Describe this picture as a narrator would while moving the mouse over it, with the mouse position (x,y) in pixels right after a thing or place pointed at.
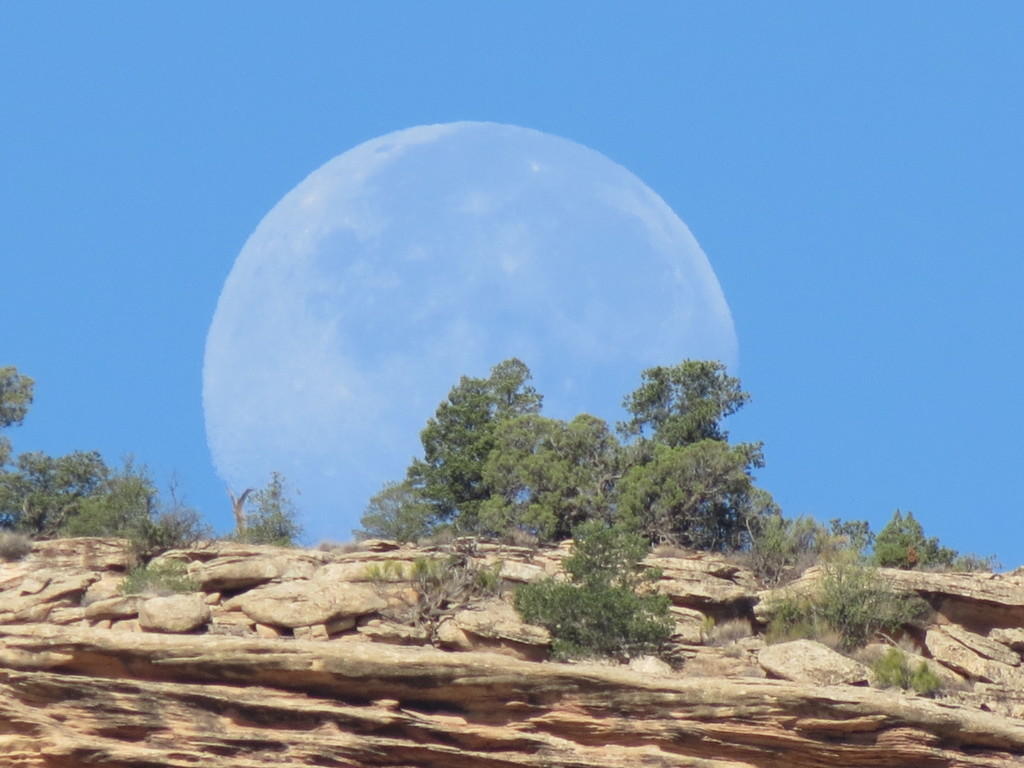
In this image there is the sky (262,157) towards the top of the image (276,162), there is the moon (461,246) in the sky (285,171), there are trees (476,472), there are plants (545,615) there are rocks (395,632) towards the bottom of the image (559,657).
